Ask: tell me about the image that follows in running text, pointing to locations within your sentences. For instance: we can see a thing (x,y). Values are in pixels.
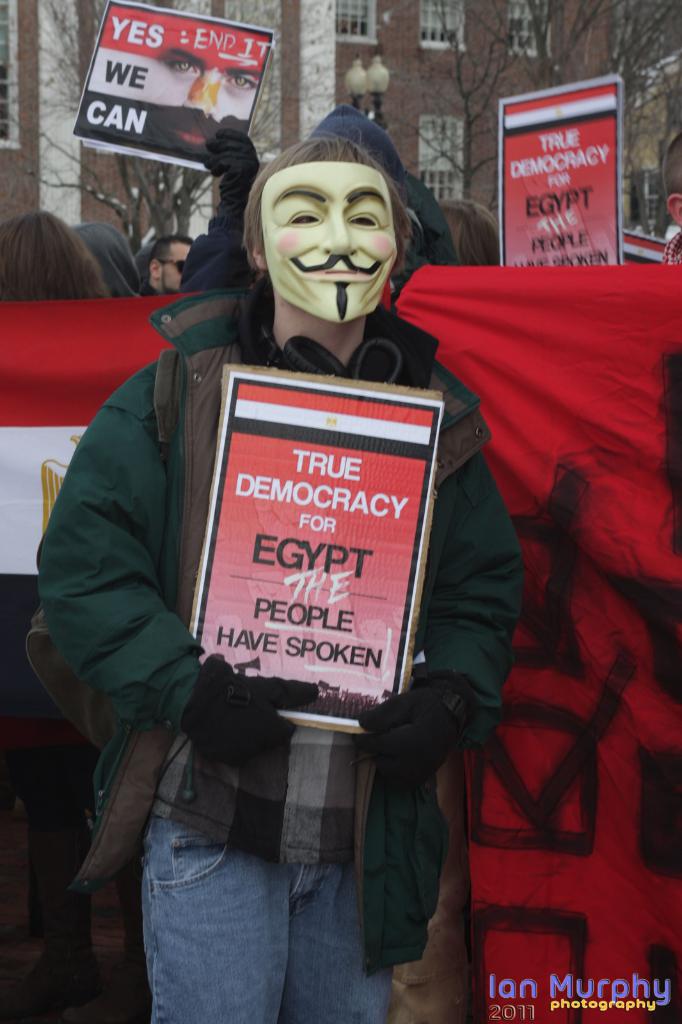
In the image there is a man (176,522) in jerkin (171,601) holding a banner (316,640) with a mask (379,292) over his face (340,282) and behind him there are few people (130,275) standing holding banners (508,375) and in the background (434,73) there are buildings (392,37) with trees (192,203) in front of it.
